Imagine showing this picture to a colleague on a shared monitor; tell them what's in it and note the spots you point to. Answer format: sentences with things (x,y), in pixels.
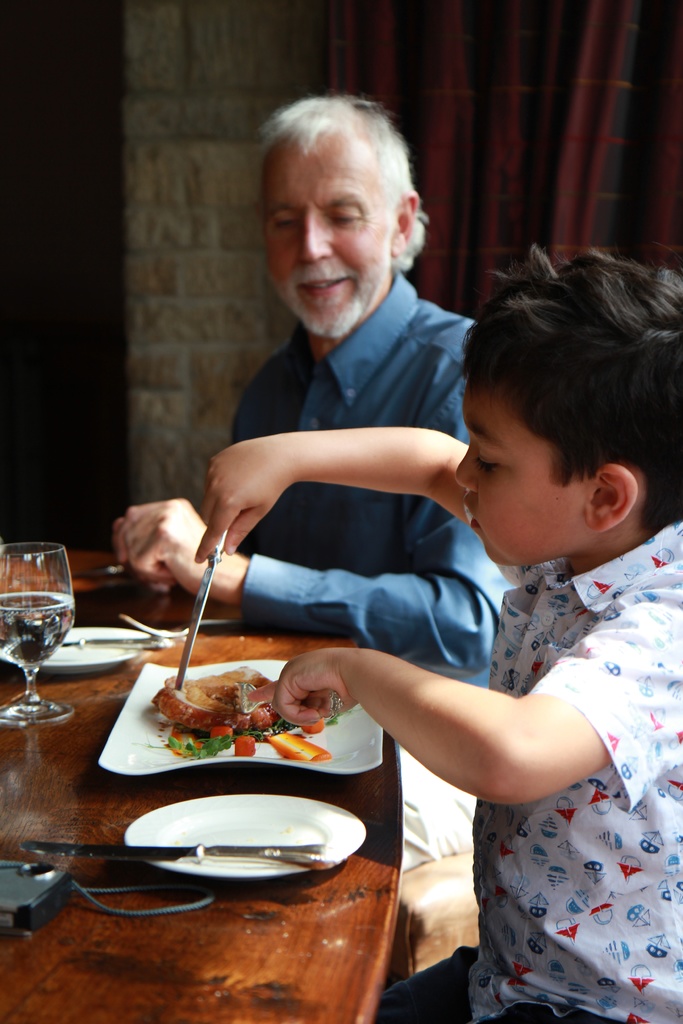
In this image there is a table (240,996), on that table (96,776) there are plates (146,826), glasses (12,602) in one plate (140,743) there is food (259,723), in front of the table (283,658) there is boy (466,729) and man (481,611) sitting on chairs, the boy (505,574) is holding knife (190,642) and cutting the food (214,677), in the background (81,7) there is a wall (311,38) to that wall (318,57) there is a curtain (643,220).
